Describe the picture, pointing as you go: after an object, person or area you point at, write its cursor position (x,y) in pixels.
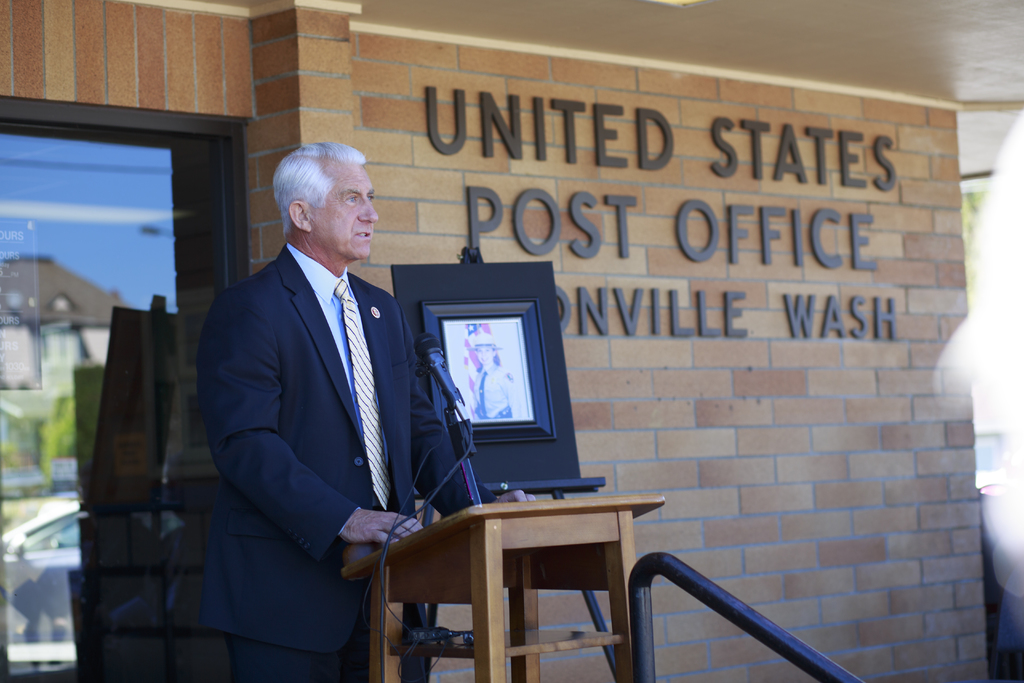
In this image I can see a person (333,385) standing in-front of the microphone (428,358) and he is giving the speech. Beside him there is a photo frame (476,317). In the background (484,71) there is a wall (636,154) naming united states post office. And I can also see the sky (126,235) and the hut (54,278) from the glass (54,309).
